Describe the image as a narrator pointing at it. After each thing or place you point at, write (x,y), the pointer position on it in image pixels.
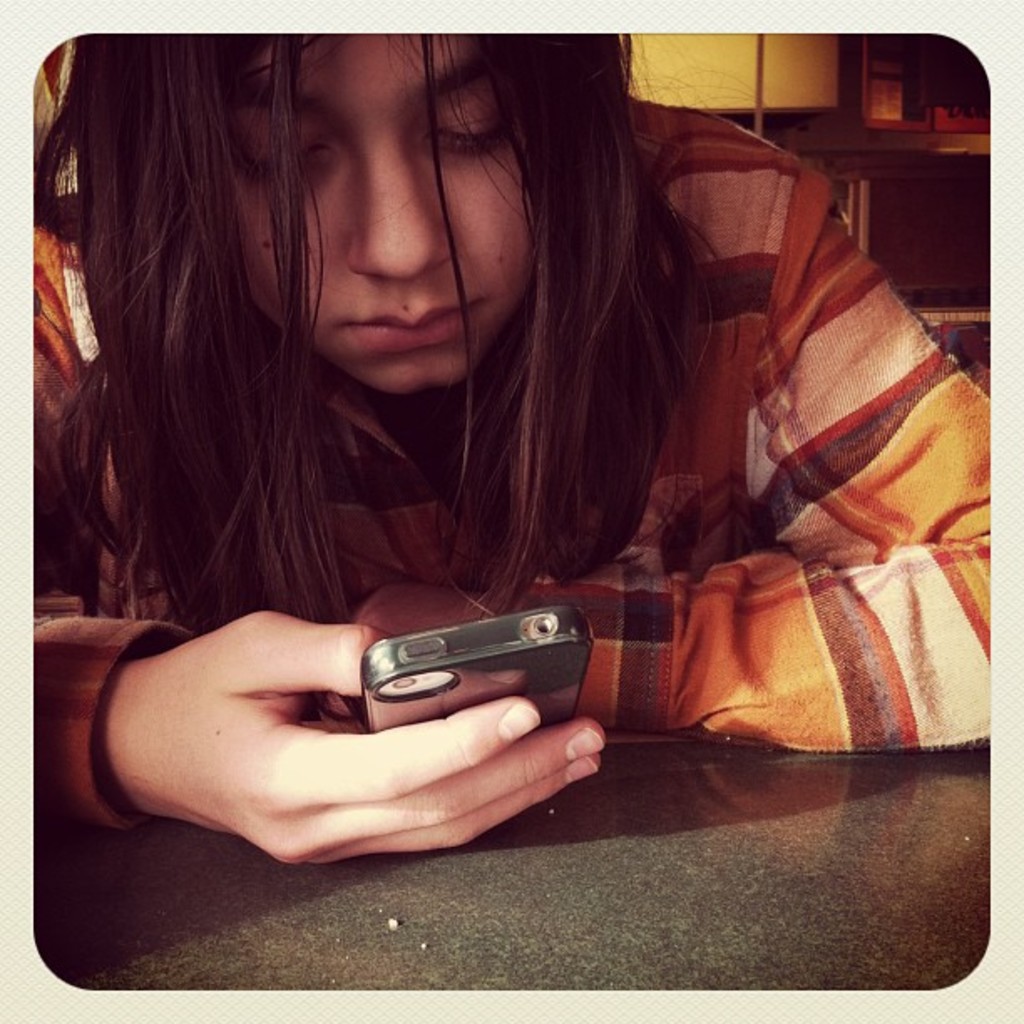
A girl (563,749) is looking into the mobile phone (451,672) she wear a good dress (718,503).
